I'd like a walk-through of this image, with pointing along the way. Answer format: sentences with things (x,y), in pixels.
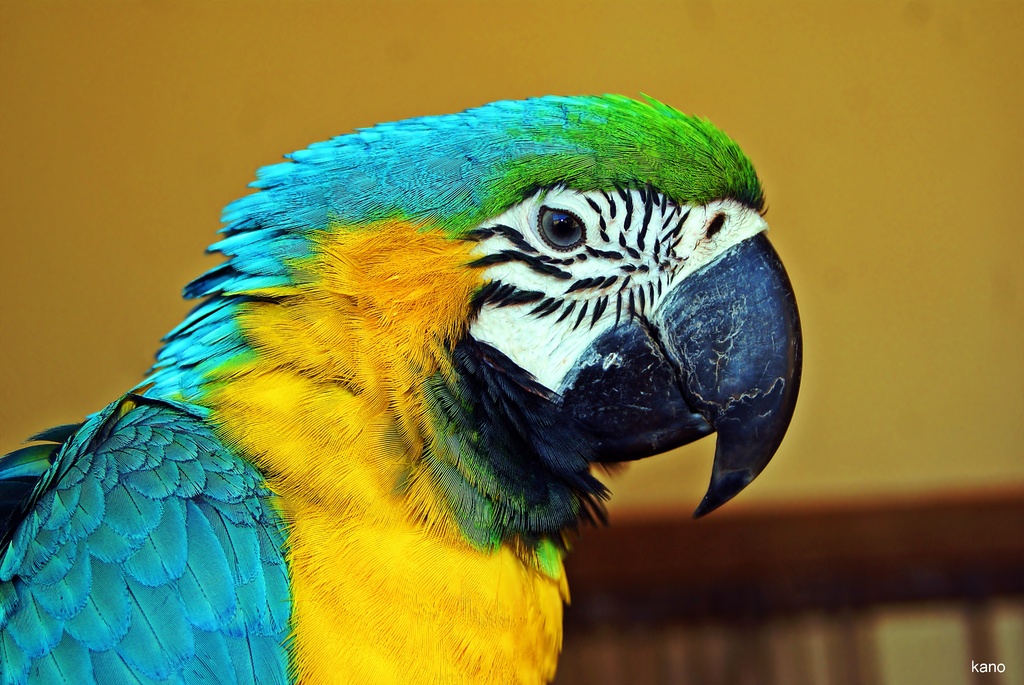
In the picture there is a bird (282,467), it is very colorful and the background of the bird (736,278) is yellow-brown.
